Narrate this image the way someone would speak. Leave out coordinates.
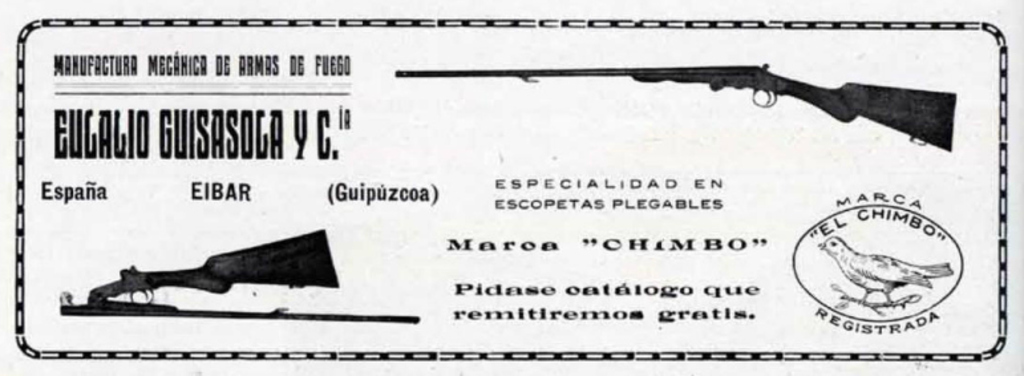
In this picture there are two guns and there is something written below and above it.
